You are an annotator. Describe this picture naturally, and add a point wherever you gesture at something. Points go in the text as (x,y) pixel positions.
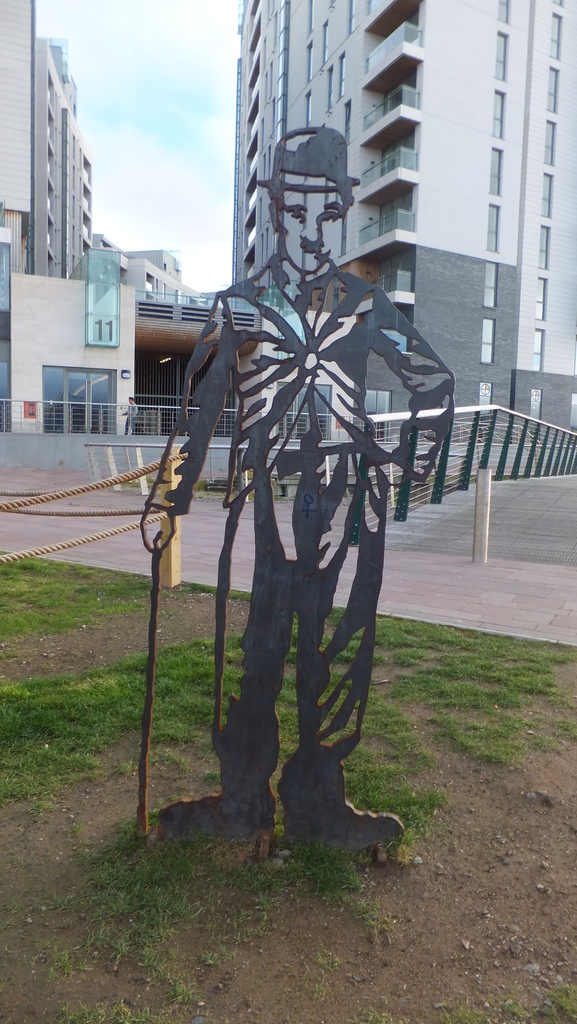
In this image we can see one road (564,605), some big buildings (501,327), one statue (383,482), one board (34,413), two poles (481,542), and three ropes (124,478) attached to the pole (166,563). Some grass (89,583) on the land (443,667). At the top (148,135) there is the sky (147,142).
